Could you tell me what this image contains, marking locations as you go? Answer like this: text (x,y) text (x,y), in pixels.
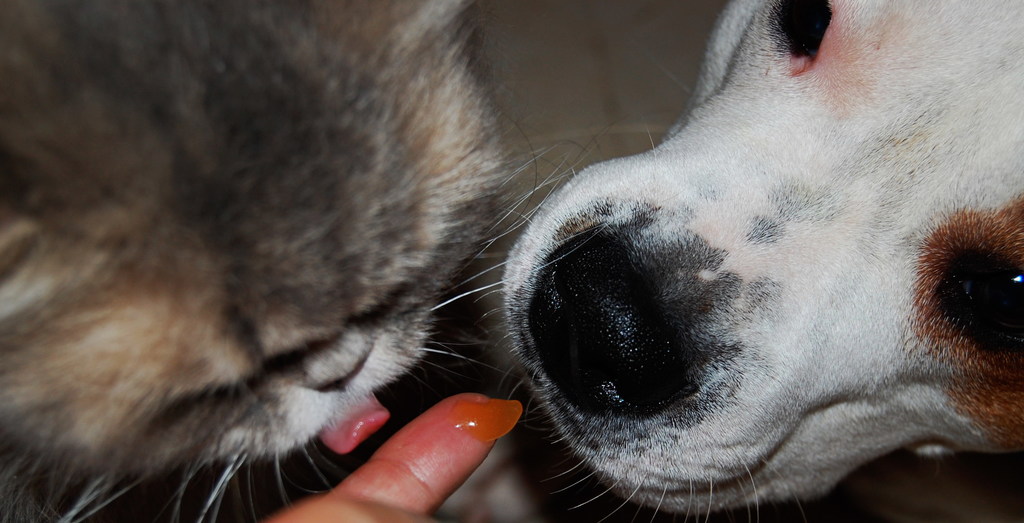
In this picture we can see a kitten (434,81) and a dog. At the bottom of the image (411,460) we can see a person finger (422,470). In the background of the image (514,12) we can see the wall (600,97).
